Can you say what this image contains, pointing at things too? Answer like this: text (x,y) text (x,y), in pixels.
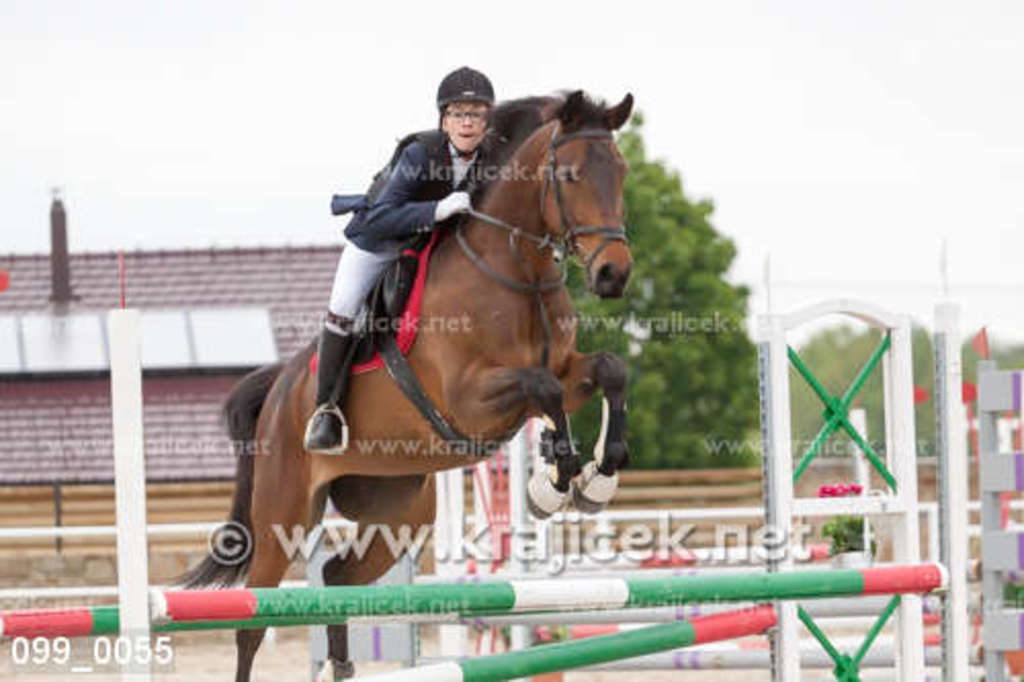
This image consists of a horse (435,312) in brown color. On which there is a person (416,230) sitting. He is wearing a cap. At the bottom (630,604), we can see the poles (632,628). In the background (12,326), there is a house (0,314) and a tree (661,350). At the top (406,99), there is a sky (413,42).
